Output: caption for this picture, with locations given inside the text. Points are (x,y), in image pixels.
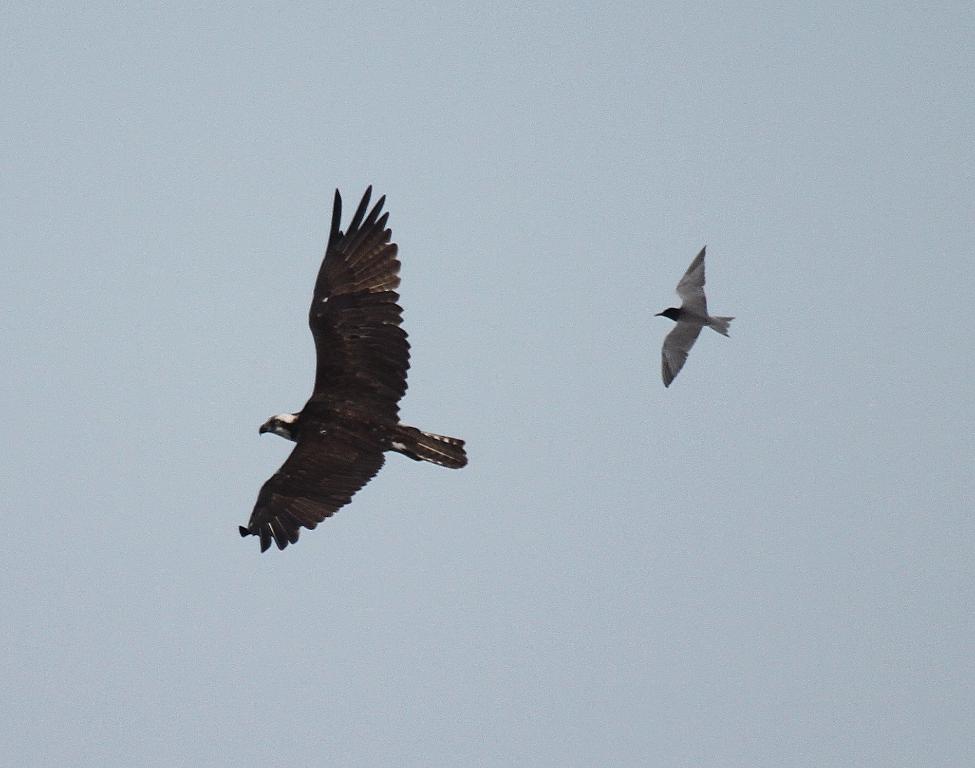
In this picture I can see 2 birds (374,434) in the air (214,260) and I can see the sky (214,260) in the background (512,412).
